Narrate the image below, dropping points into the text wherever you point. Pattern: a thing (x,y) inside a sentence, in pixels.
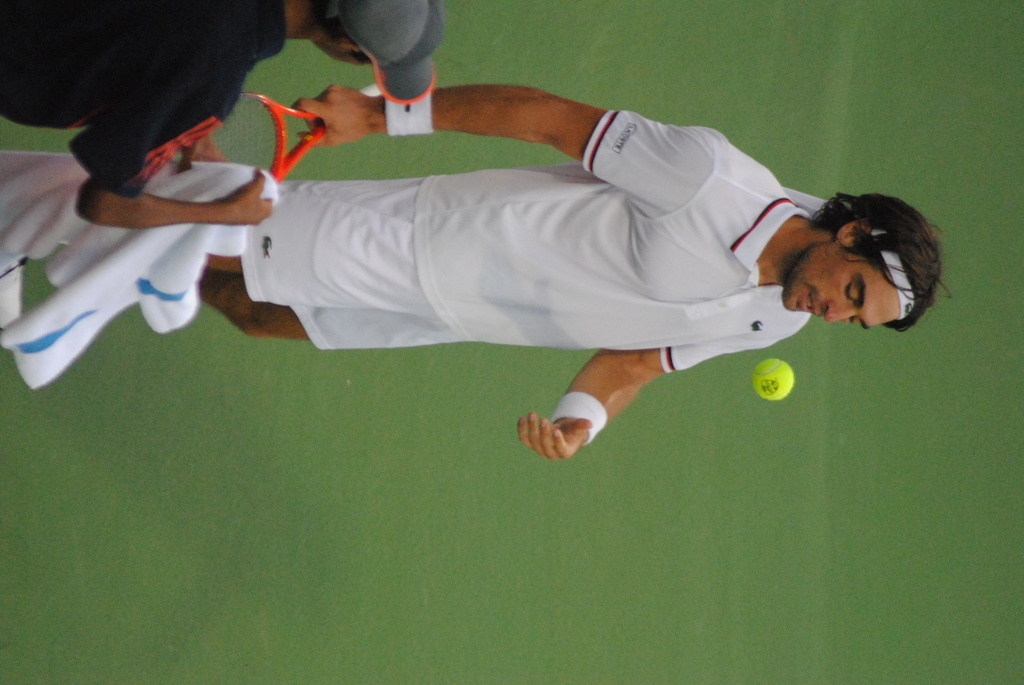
In this image we can see there is a man (640,310) standing on the ground (38,137), he is wearing a white shirt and holding a racket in the hands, there is a person (131,64) standing, there is a ball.
